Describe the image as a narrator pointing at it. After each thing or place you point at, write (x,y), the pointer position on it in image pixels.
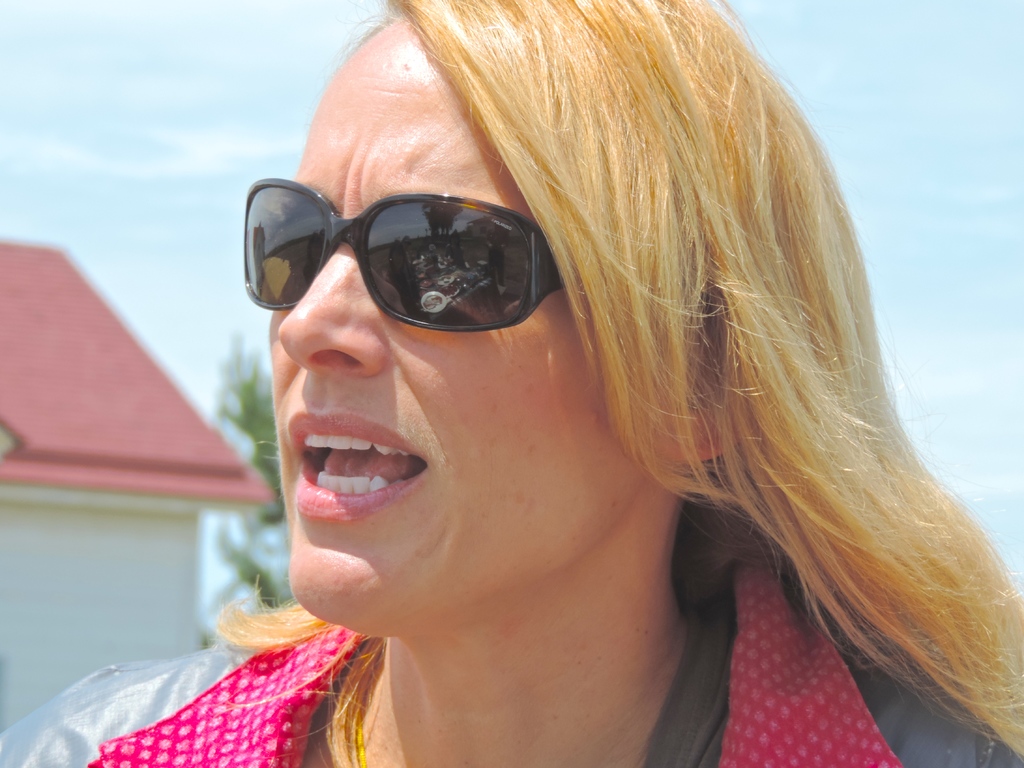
In this image we can see a woman (507,415) wearing the goggles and also we can see a house (68,477) and a tree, in the background (307,96), we can see the sky (202,81) with clouds (307,96).
